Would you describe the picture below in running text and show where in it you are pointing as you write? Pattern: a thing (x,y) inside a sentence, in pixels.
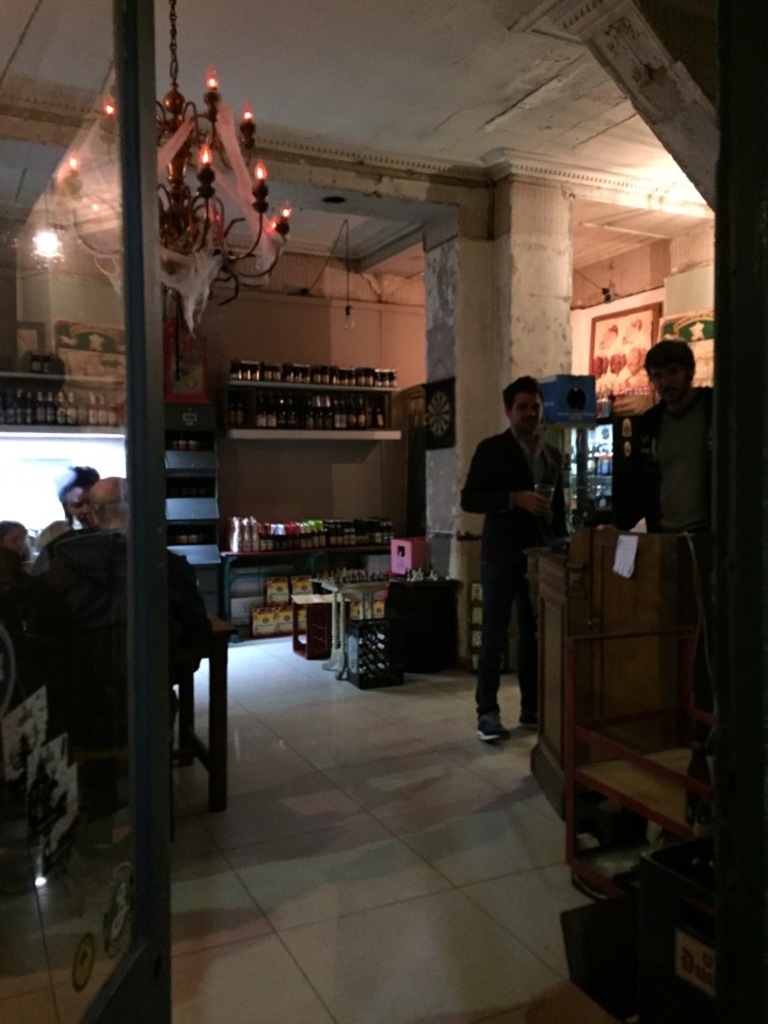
In the image there are few people (120,586) and behind the people (113,565) there are some bottles (325,414) kept on the shelves (334,433), there is a light (173,55) hangs down from the roof (182,59) and in the foreground (86,452) there is door (58,985).
